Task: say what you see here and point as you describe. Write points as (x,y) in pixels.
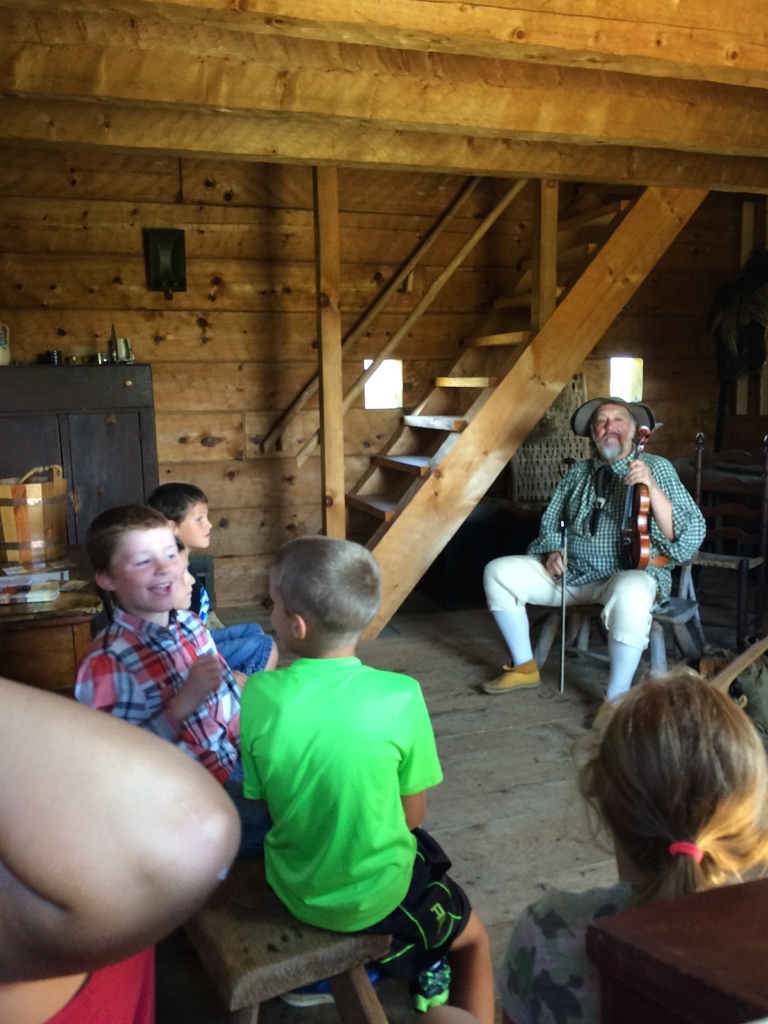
In the image there are few children (375,843) sitting on the bench (268,978). On the left side of the image (119,801) there is an elbow (80,826) of a person (73,820). And in the bottom right corner of the image (707,937) there is a table (688,933). Behind the table (611,920) there is a person (595,898). There is a man (549,523) with a cap (588,416) on his head (594,446) and he is sitting on a chair (679,610) and holding a musical instrument (627,519) in his hand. Behind him there are steps (401,524) and also there is railing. On the left side of the image (73,574) there is a table (60,607) with few objects (55,558) on it. Behind the table (70,616) there is a cupboard (84,375). At the top of the image (459,161) there is a wooden roof (371,77).
